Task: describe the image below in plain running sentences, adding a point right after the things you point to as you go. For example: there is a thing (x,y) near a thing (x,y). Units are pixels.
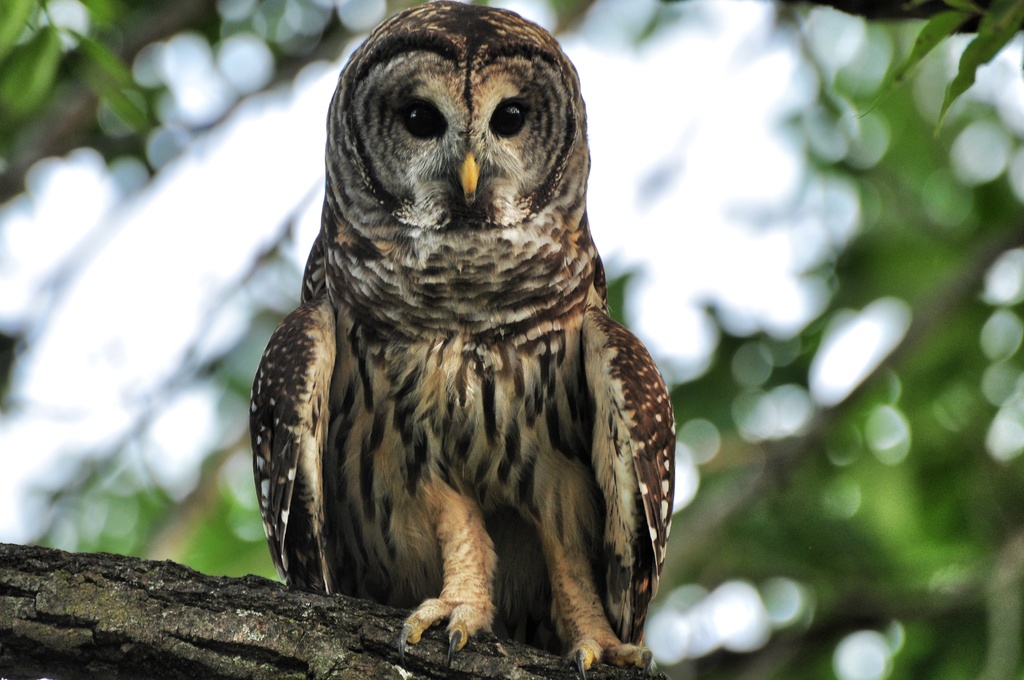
In this picture we can see an owl (495,351) on the tree (264,615).
